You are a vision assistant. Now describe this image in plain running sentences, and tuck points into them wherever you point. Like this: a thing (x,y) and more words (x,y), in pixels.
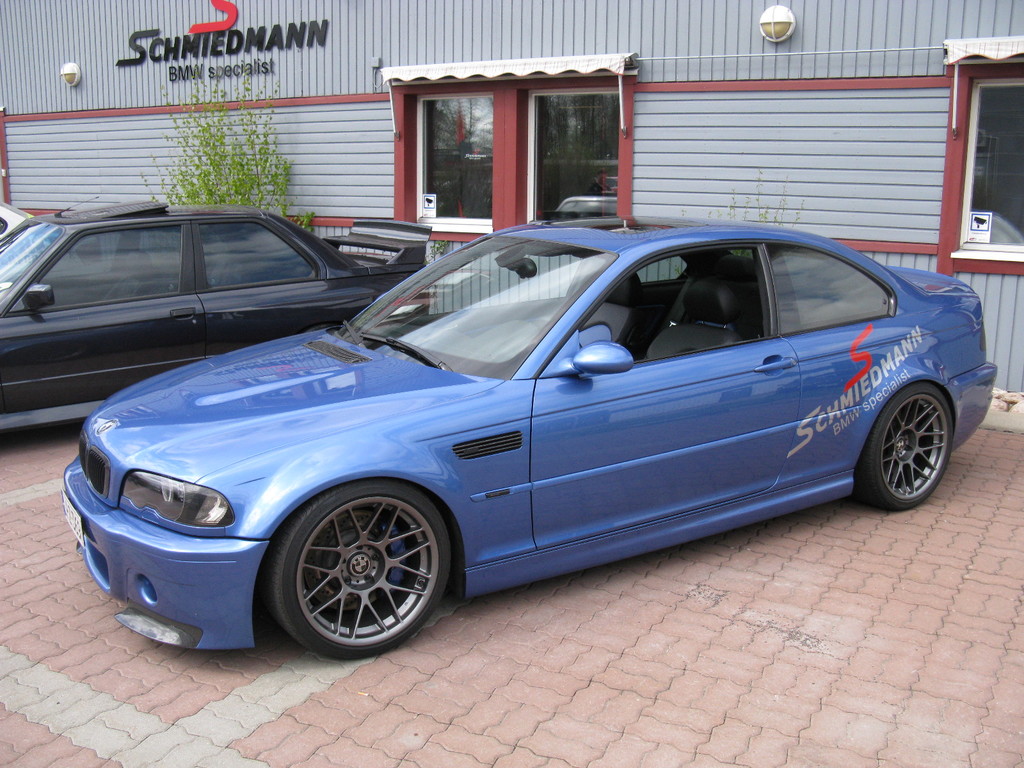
This picture shows few cars (141,399) and we see couple of plants (283,177) and a building (713,171).
